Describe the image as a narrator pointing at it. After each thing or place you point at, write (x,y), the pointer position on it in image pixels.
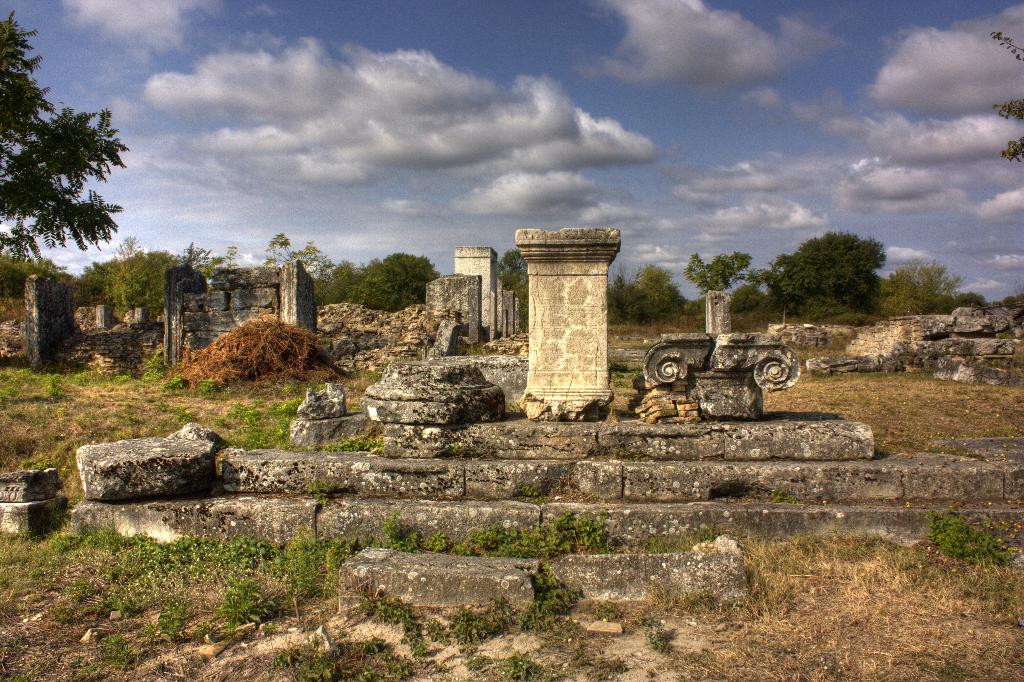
In this image, we can see trees (783,287), pillars (575,327), stairs (600,458), rocks (18,494), plants (263,432), grass (60,641) and twigs (280,366). Background (143,134) there is a cloudy sky (599,141).
